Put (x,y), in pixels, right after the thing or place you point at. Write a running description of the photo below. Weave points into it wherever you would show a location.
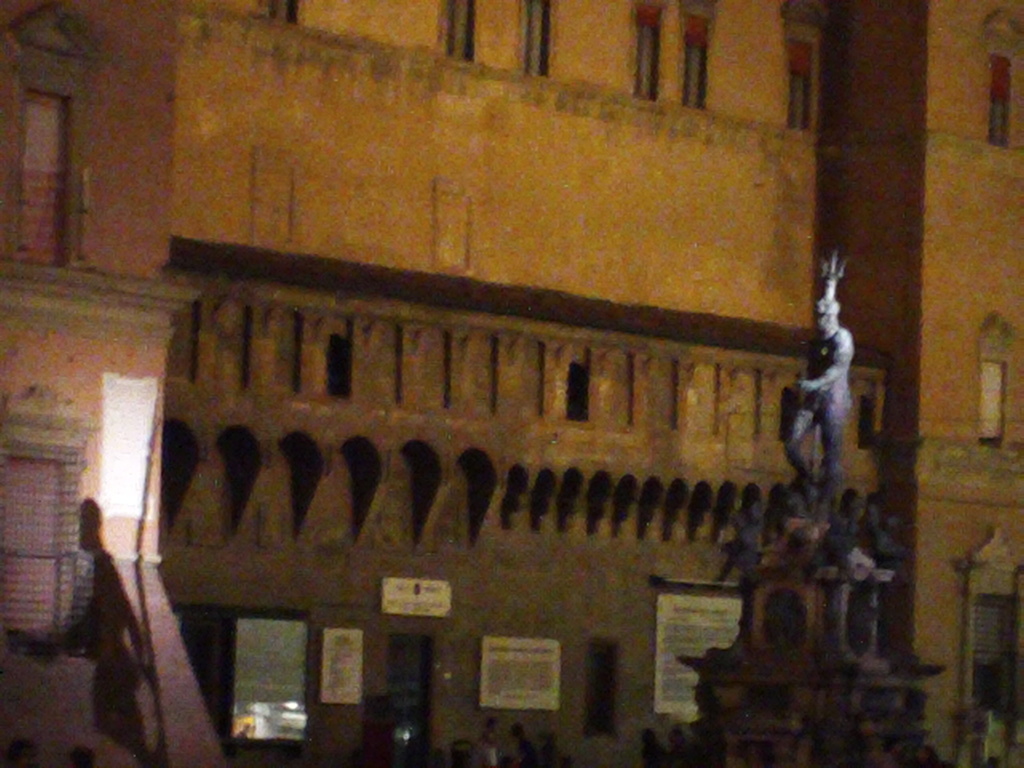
In this image, we can see a statue (715,670) and in the background (433,391), there are boards (548,677) on the building (471,327) and we can see some people (676,749). On the left (114,571), there is a person's shadow (115,624).
